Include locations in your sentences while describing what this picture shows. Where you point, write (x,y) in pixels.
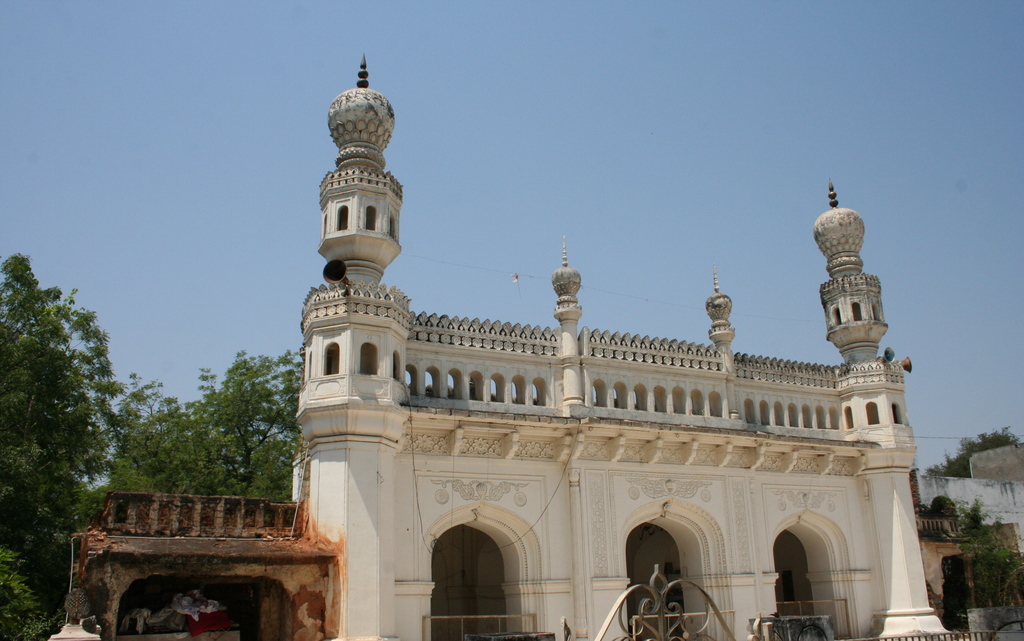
In this image there is a monument (521,498), in the background (160,438) there are trees (182,455) and a sky (394,54).
